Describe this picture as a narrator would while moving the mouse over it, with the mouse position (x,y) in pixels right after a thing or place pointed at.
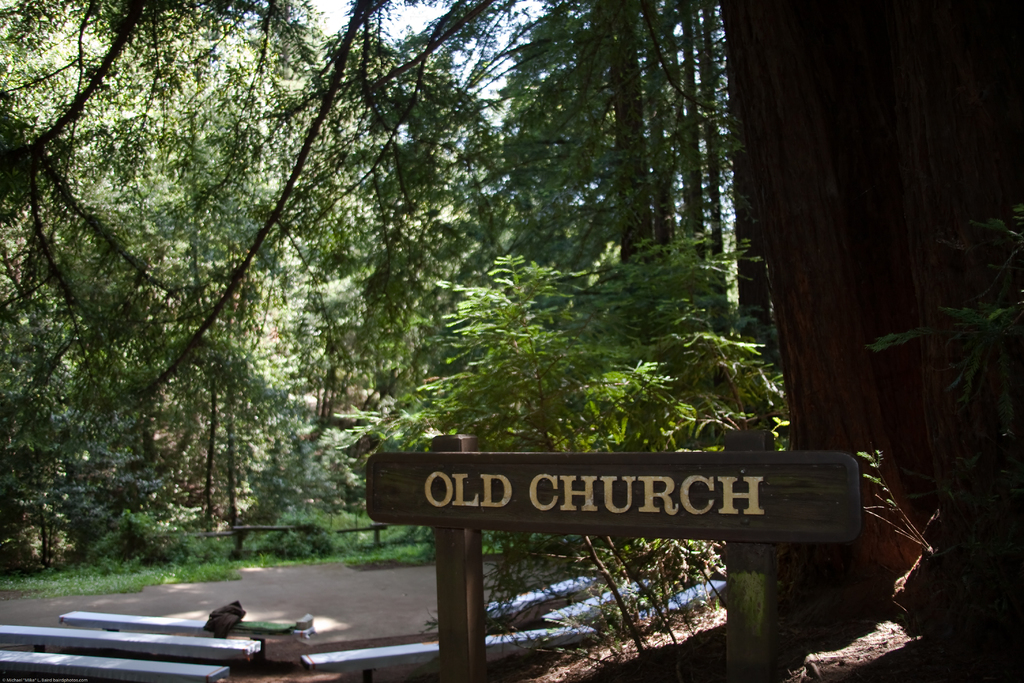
In this image, we can see some benches (385,647). There are trees (768,228) in the middle of the image (370,232). There is a board (507,491) at the bottom of the image (623,493).
